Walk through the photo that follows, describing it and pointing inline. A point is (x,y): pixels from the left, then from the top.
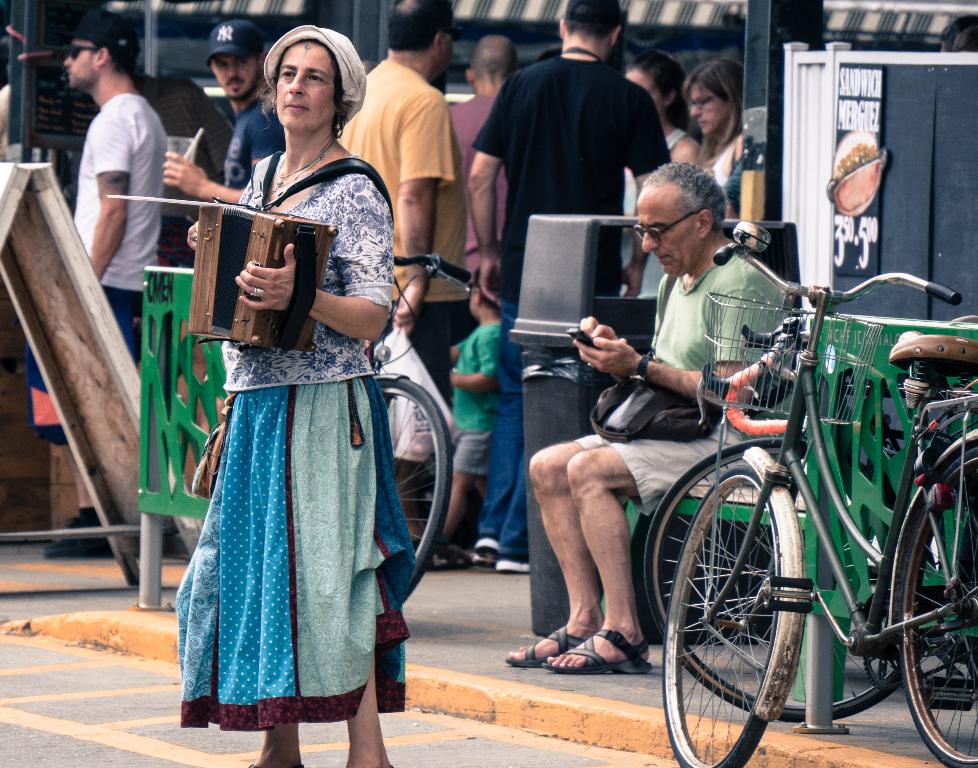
This is an outside view. On the left side of the image (275,386) I can see a woman (311,415) standing on the road (203,736) and playing some musical instrument (235,315). On the right side (664,463) I can see a man (678,318) is sitting on a bench (686,501) and holding a bag (659,417) and mobile (589,336) in the hands (597,345) and looking at the mobile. Beside this man (687,369) I can see few bicycles (768,469). On the other side of this man (689,293) there is a dustbin (566,327). In the background (376,140), I can see few people (522,167) are standing on the road (467,587) and beside these people (713,89) I can see some metal objects (814,137).
